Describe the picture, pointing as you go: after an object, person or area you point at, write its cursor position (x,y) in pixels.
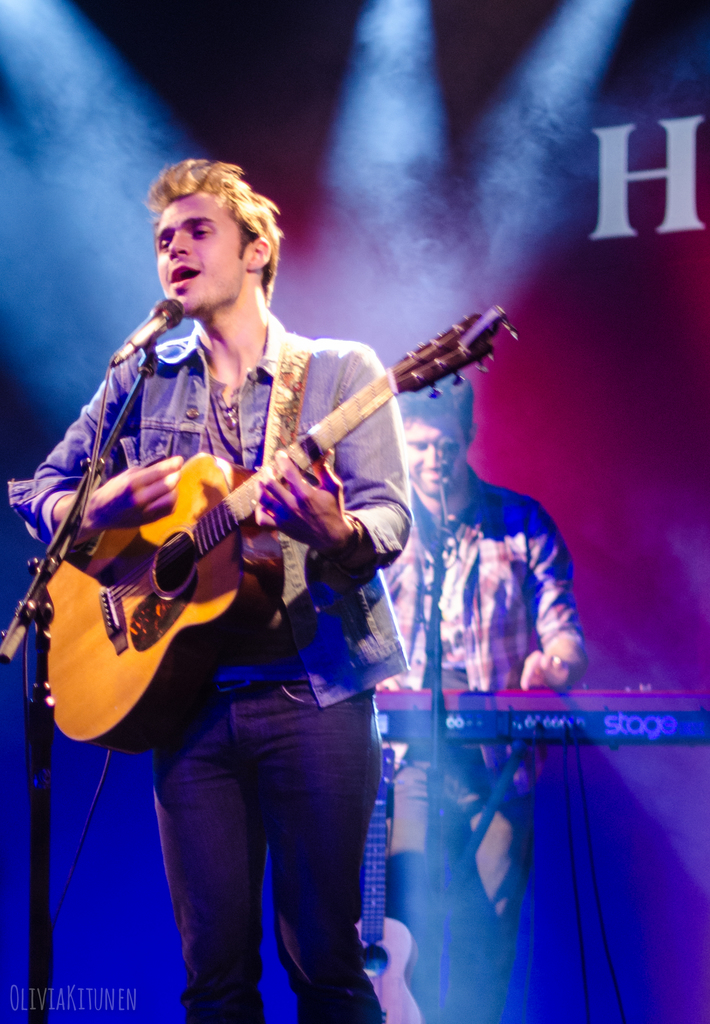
In this picture there is a boy (271,520) at the left side of the image (81,447) by holding the guitar (105,538) in his hands (293,471), there is a mic (91,480) in front of him and the boy (569,656) who is at the center of the image (411,454) is playing the piano (560,719), there are spotlights (414,218) on the stage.
